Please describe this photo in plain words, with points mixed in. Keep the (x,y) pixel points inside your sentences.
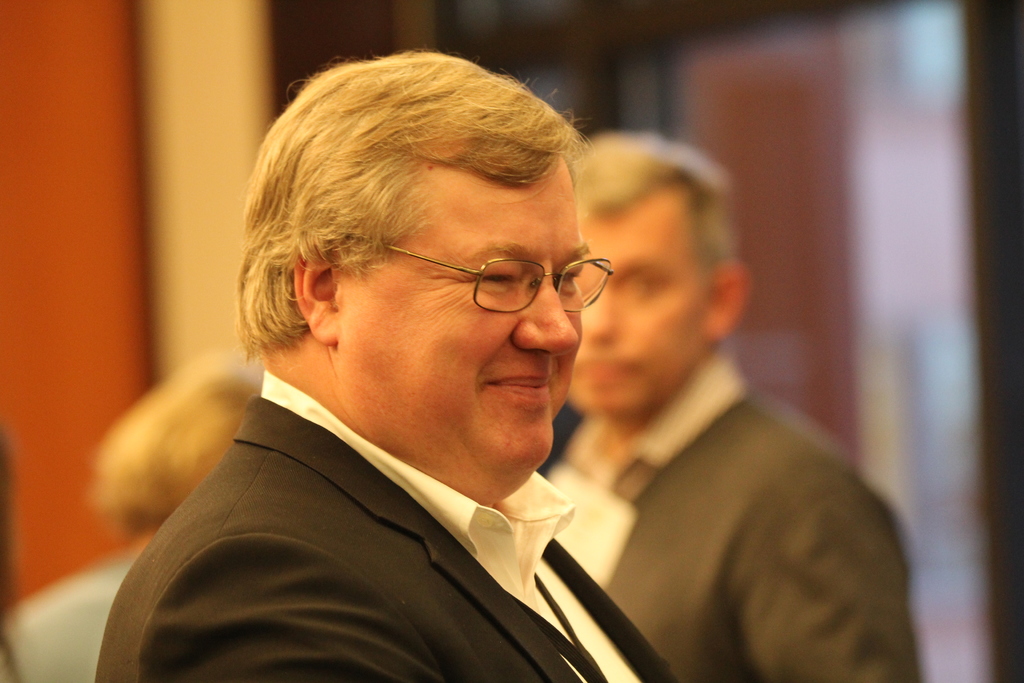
In the front of the image (591,593) I can see a person (432,664) smiling and wearing spectacles (495,288). In the background of the image (712,366) it is blurry and there are people (685,253).
